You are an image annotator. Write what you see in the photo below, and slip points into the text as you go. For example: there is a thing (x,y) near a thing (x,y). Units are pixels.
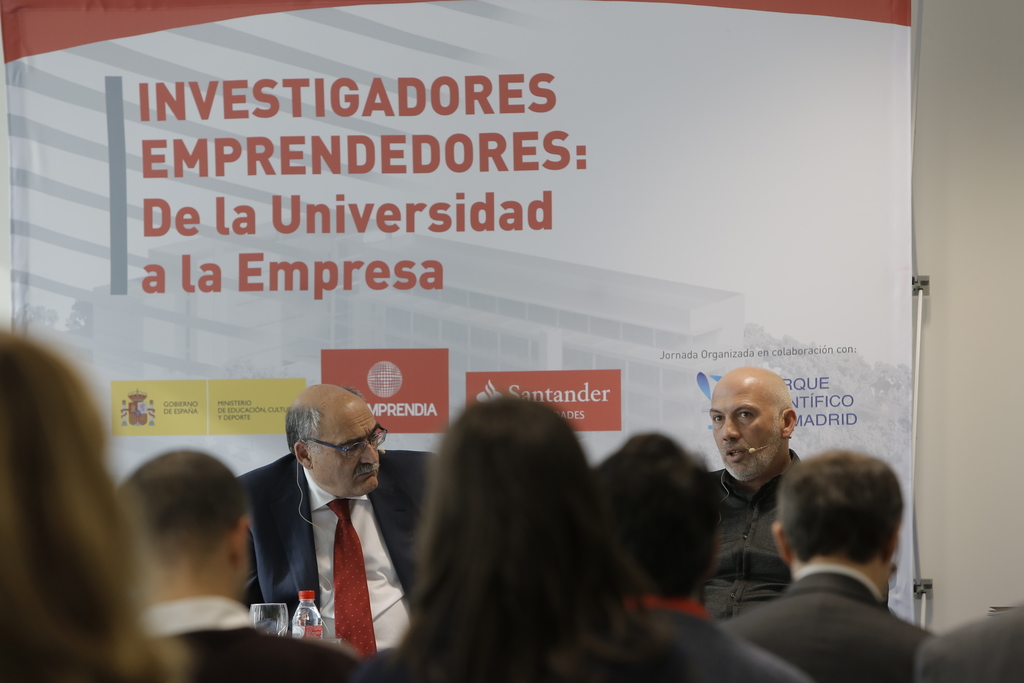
In this picture, there are people (512,454) at the bottom (643,511). Only two persons (283,461) facing forward, remaining are facing backwards. At the bottom (300,585), there is a person (311,560) wearing blazer (311,560), white shirt (373,559) and tie (353,595). Before him, there is a glass (257,608) and a bottle (311,607). Towards the right (743,541), there is another man (725,562) wearing black shirt (765,531). Before them, there are people (576,598). In the background (538,232), there is a board (514,217) with some text (343,232) and pictures (467,244).
